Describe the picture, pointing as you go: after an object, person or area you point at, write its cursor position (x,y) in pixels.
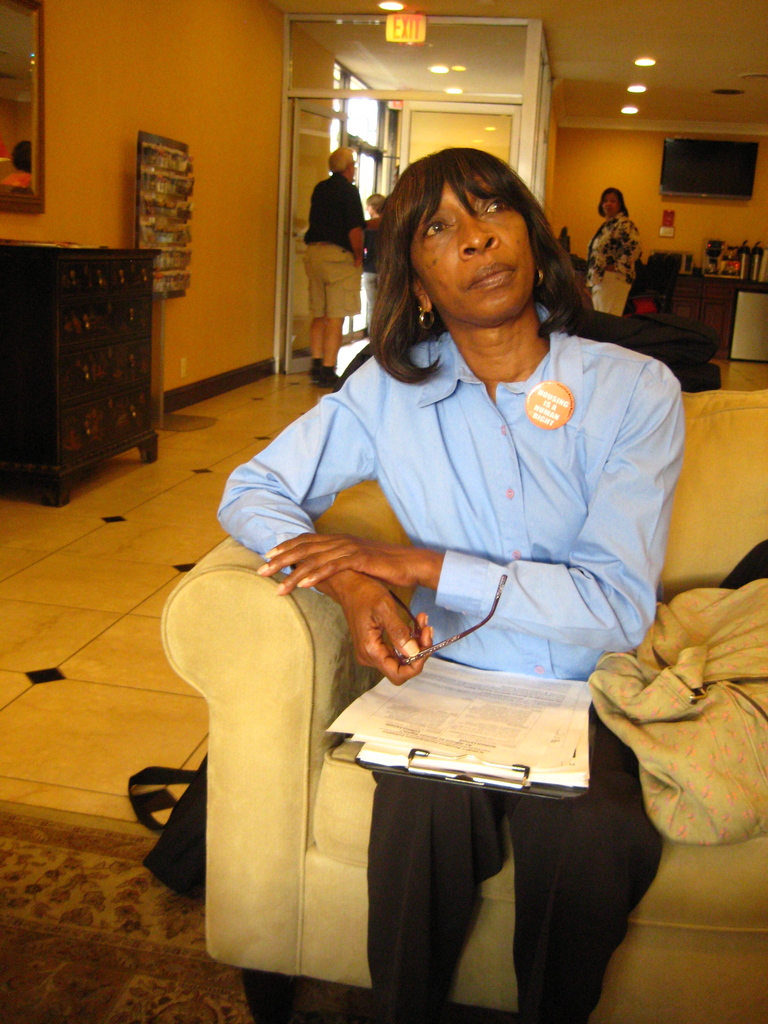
In this image I can see the person (522,891) sitting on the couch (371,684) and holding the specs (402,662). I can see the pad (439,744) with papers (461,740) on her. To the side there are some clothes (730,680) and the bag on the floor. To the left (110,326) I can see the cupboard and the mirror (19,73) to the wall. In the background (661,299) I can see the group of people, some objects (652,258) and the television (696,173) to the wall (582,201). I can see some lights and the exit board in the top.
